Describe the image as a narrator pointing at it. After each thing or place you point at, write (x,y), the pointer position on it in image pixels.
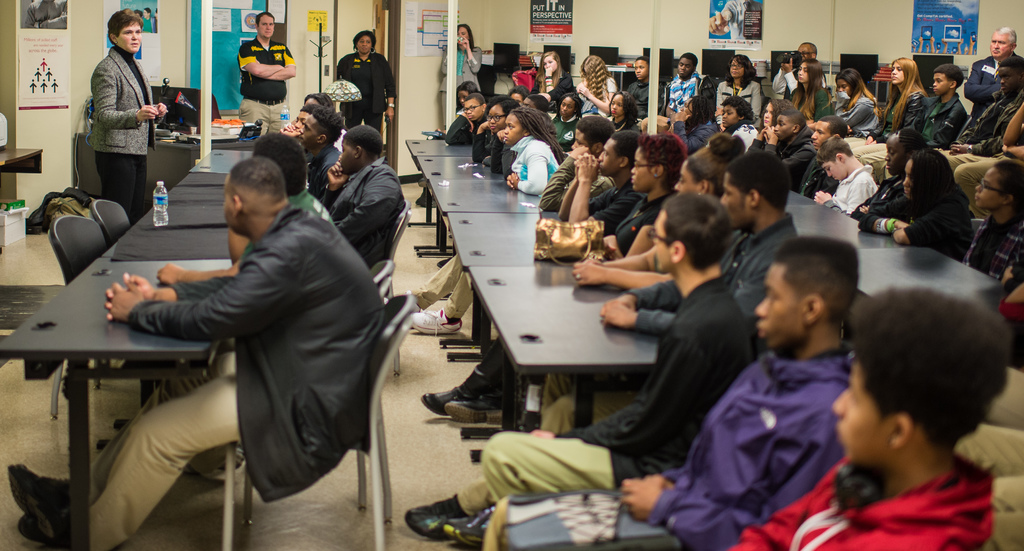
In the image we can see there are people (734,184) sitting on the chairs (105,238) and there is water bottle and bag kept on the table (651,348). There are posters (542,3) on the wall (846,24) and there are people (459,47) standing in the room (28,387).
